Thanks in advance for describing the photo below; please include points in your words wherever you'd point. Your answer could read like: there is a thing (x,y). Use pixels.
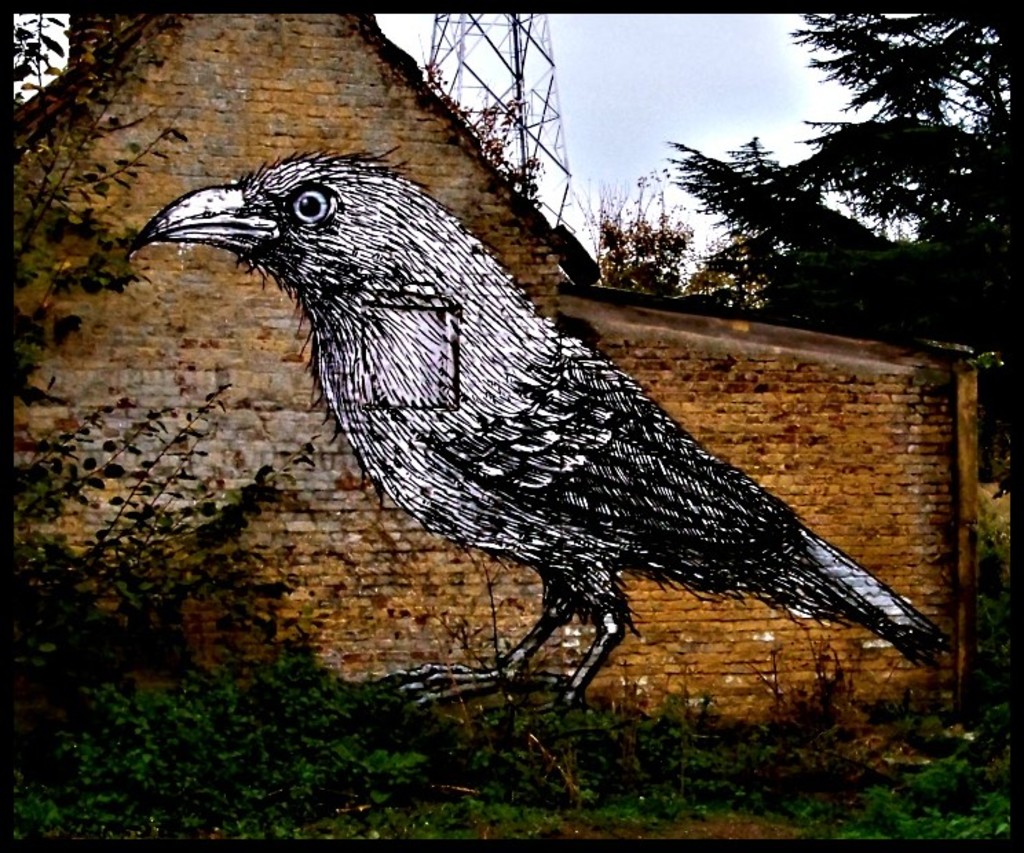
This image an edited image. This image is taken outdoors. At the top of the image (653,90) there is the sky (695,86). In the background (476,104) there is a signal tower (515,26). There are many trees (858,227). In the middle of the image (377,333) there is a house (351,446). There is a painting (378,388) of a bird (463,460) on the wall (718,654). At the bottom of the image (556,804) there is a ground (738,814) with grass (792,819) on it and there are many plants (152,740).
